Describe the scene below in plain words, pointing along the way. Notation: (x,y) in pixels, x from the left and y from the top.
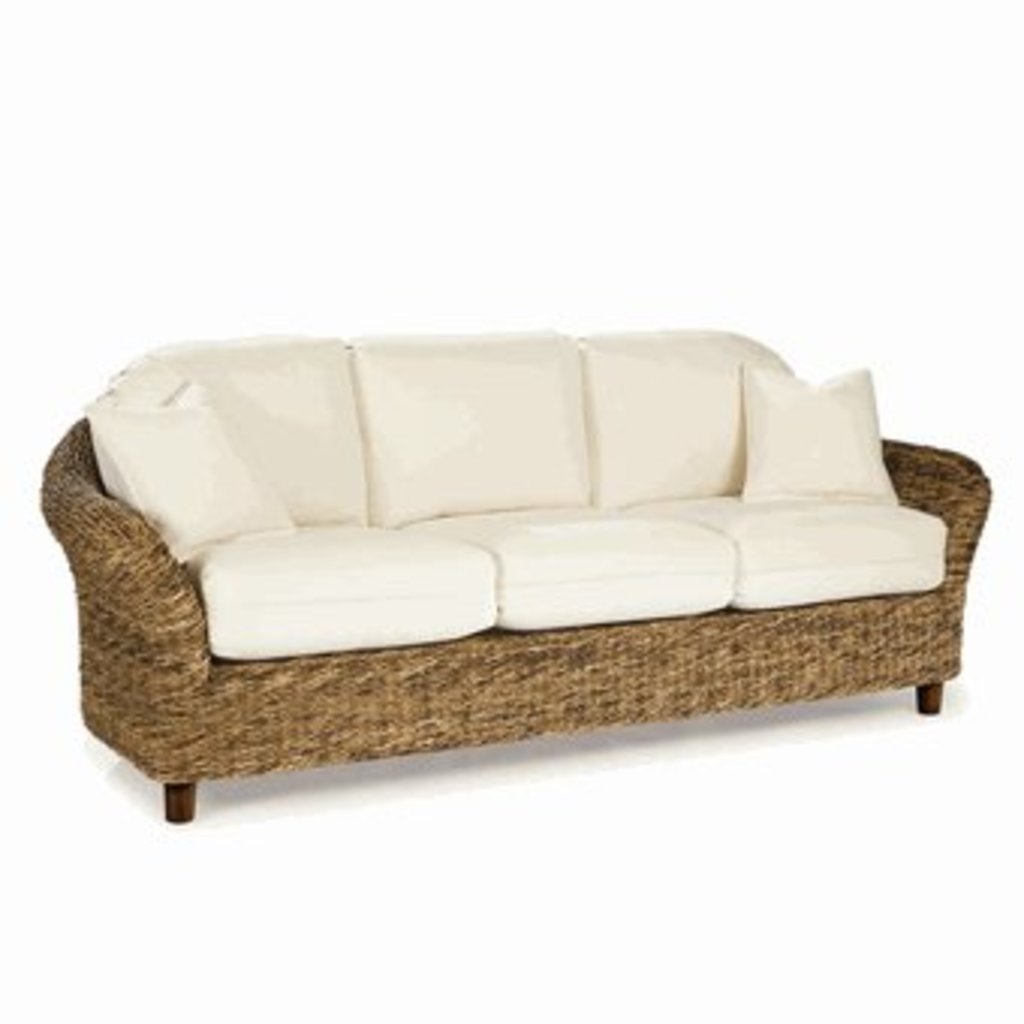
In this picture, we see sea grass sleeper sofa (449,639). On the sofa (447,687), we see two white cushions (186,445). In the background (676,931), it is white in color.
